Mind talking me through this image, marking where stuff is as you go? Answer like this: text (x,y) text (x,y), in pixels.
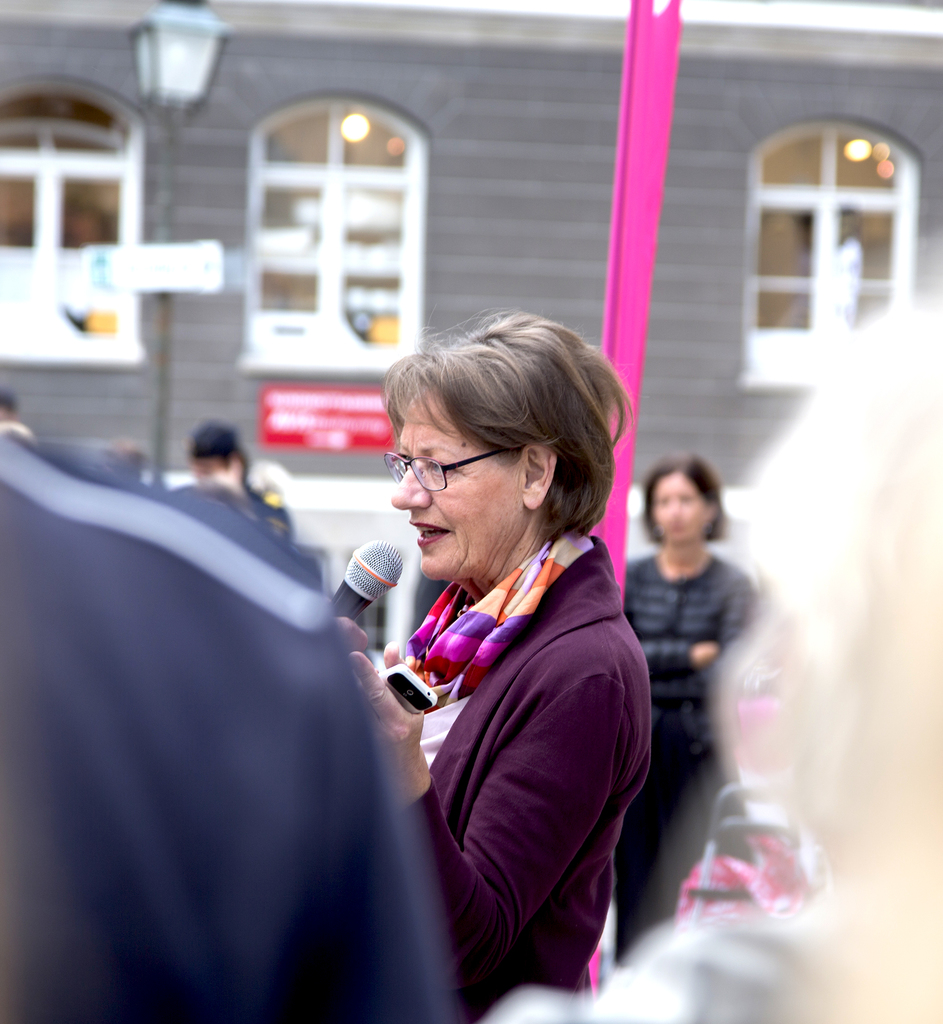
In the center of the image (462,483) we can see a lady (505,833) standing and holding a mobile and a mic (383,556). There are people (296,690). In the background (820,147) we can see a building (574,249). On the left (166,216) there is a pole (164,6) and we can see windows (391,263). On the right (772,863) there is a trolley (761,886).
